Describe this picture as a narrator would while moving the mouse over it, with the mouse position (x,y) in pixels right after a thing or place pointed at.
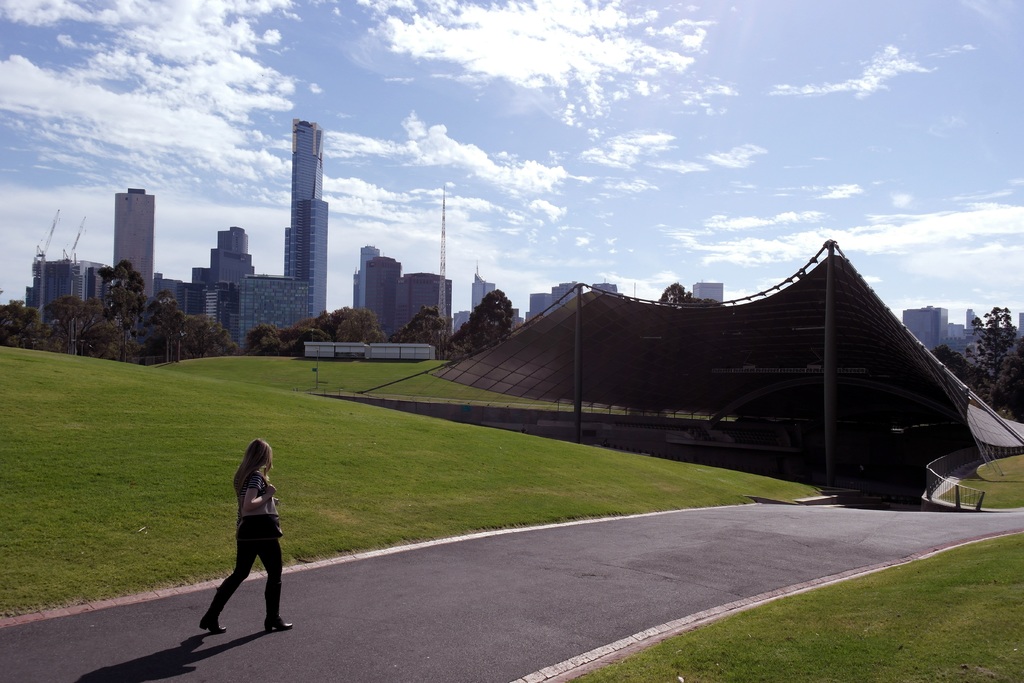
In this image, we can see buildings (300,268), trees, towers (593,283) and we can see a monument (840,388) and there is a lady (261,545) wearing a bag (269,530) and walking on the road (589,526). At the top (526,115), there are clouds (178,66) in the sky (344,178).
